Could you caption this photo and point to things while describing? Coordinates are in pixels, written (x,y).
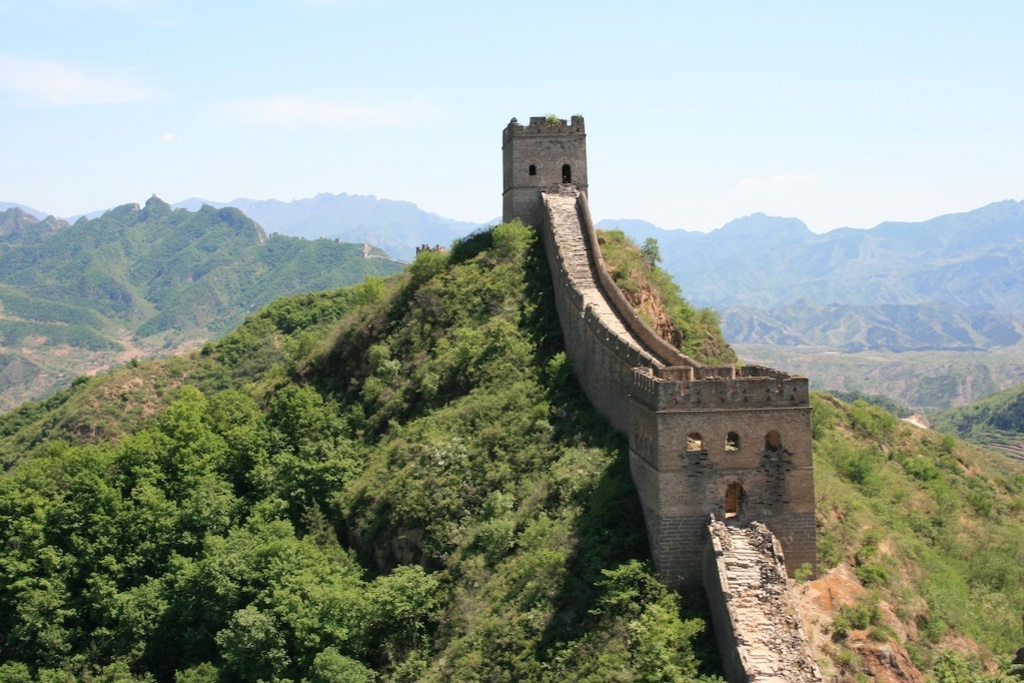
In this image we can see the great wall of china (606,313), trees (193,472), mountains (919,330) and in the background (847,117) we can see the sky (466,122).
